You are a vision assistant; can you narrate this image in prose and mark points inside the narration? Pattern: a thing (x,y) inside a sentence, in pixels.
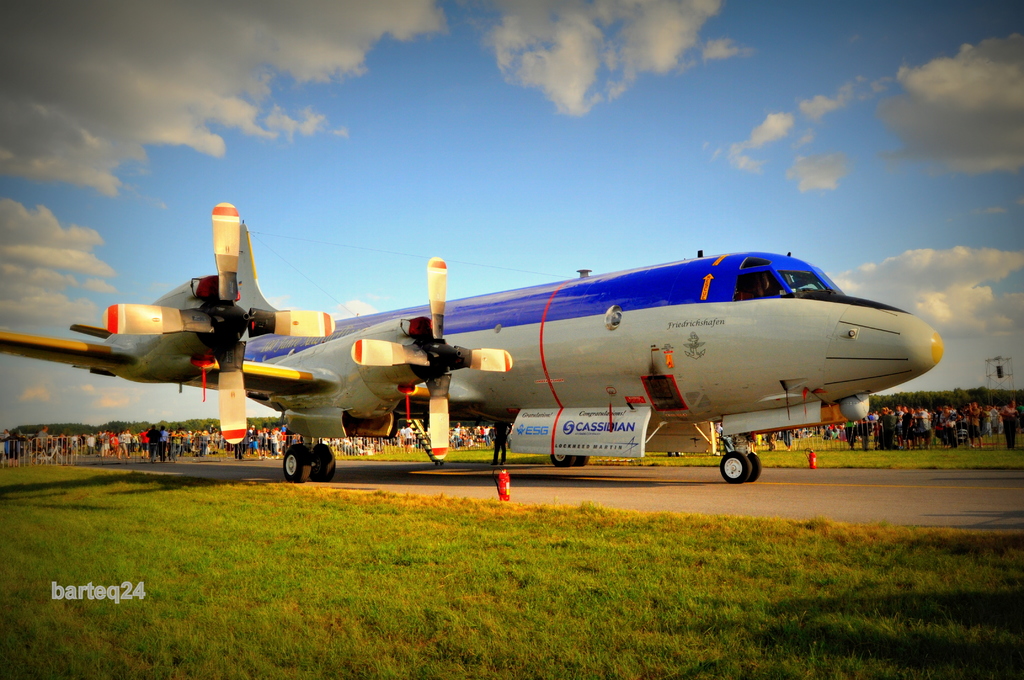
In this picture I can observe an airplane (495,375). This airplane (582,362) is in blue and white color. In the background (198,436) there are some people (218,436) standing on the ground (833,446) and I can observe clouds (184,118) in the sky (588,159).
